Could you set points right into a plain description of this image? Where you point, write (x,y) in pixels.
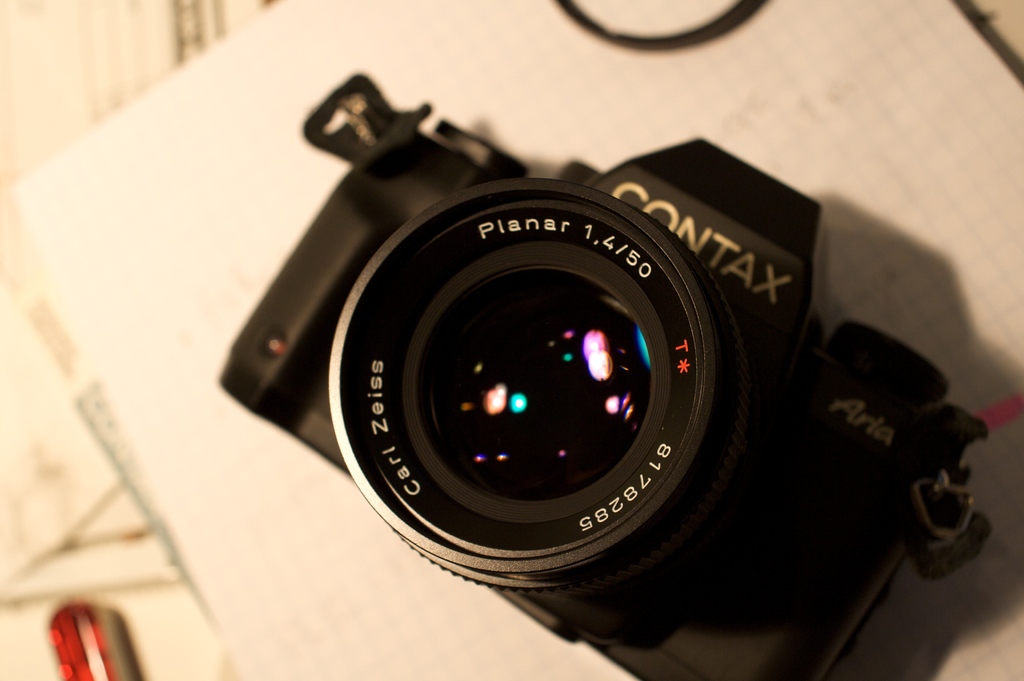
In this image I can see the camera (656,464) on the white color surface (163,366) and the camera (690,577) is in black color.
